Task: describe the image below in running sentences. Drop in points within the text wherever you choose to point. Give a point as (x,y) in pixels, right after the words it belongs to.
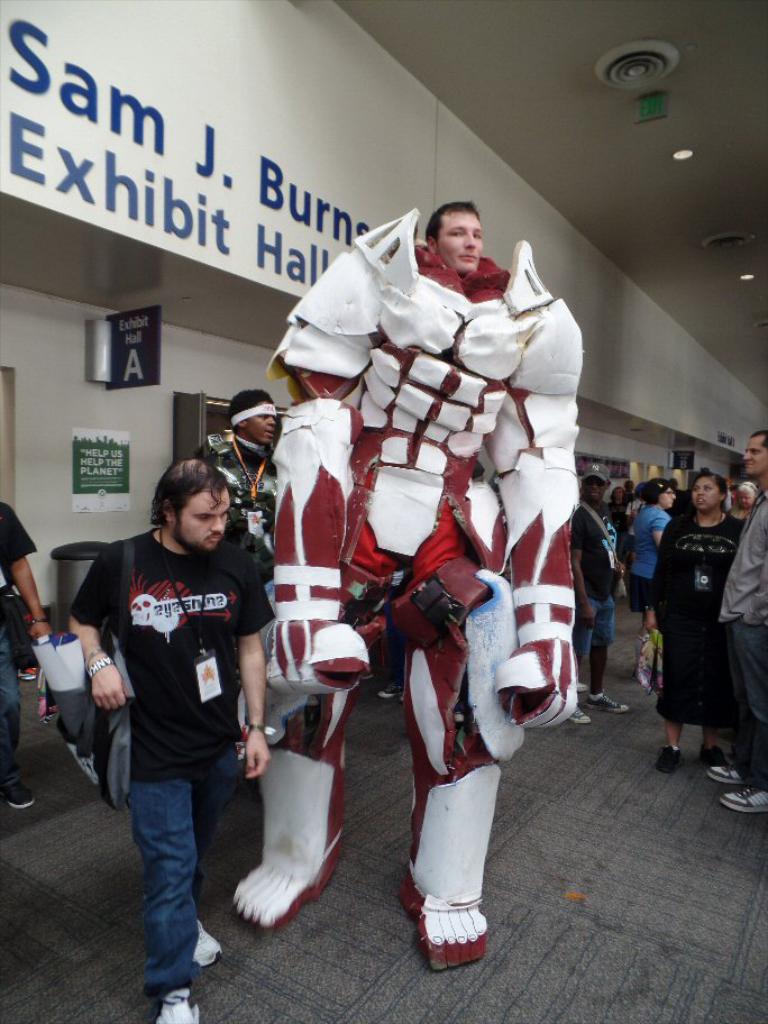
In this picture I can see a person (321,441) in a fancy dress (465,673), there are group of people (746,767) standing, there are boards (33,198), lights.
